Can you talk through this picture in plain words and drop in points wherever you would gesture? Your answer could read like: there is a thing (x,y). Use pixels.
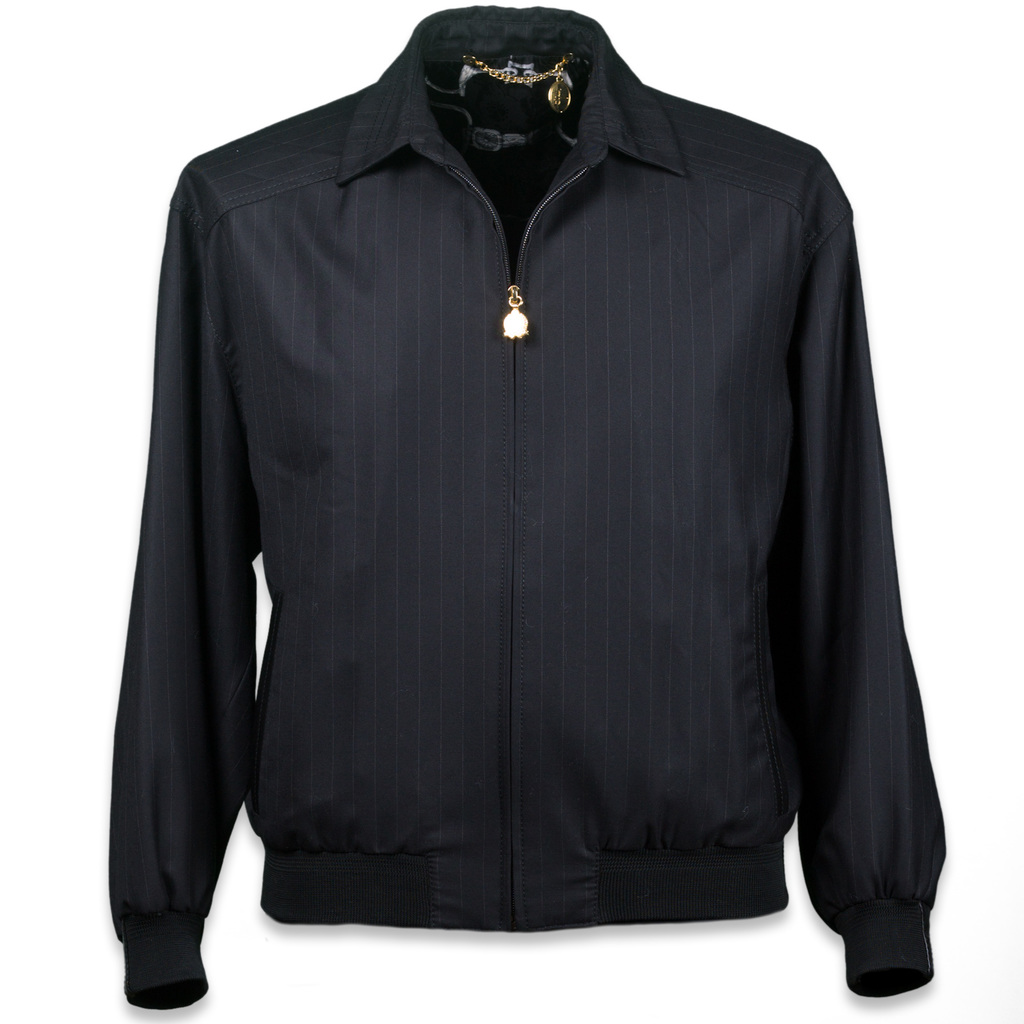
In this image I see a jacket (766,288) which is of black in color and I see a chain (509,77) over here which is of golden in color and it is white in the background (876,139).
